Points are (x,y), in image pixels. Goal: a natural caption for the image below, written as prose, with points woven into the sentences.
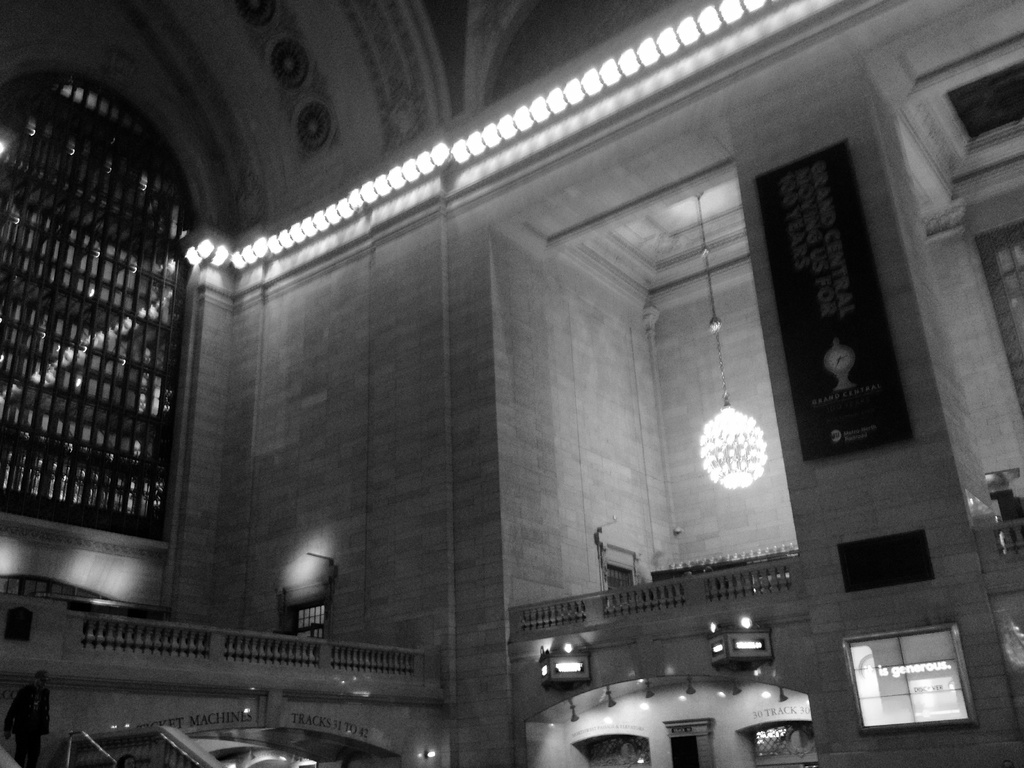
It is an inside view of the train station (477,389). Here we can see walls (523,479), chandelier (701,449) with chain (725,389), banner (811,398), railings (140,654), lights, glass windows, grill (56,267). Top of the image (325,98), there is a roof (340,84). Left side bottom corner, we can see a person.
